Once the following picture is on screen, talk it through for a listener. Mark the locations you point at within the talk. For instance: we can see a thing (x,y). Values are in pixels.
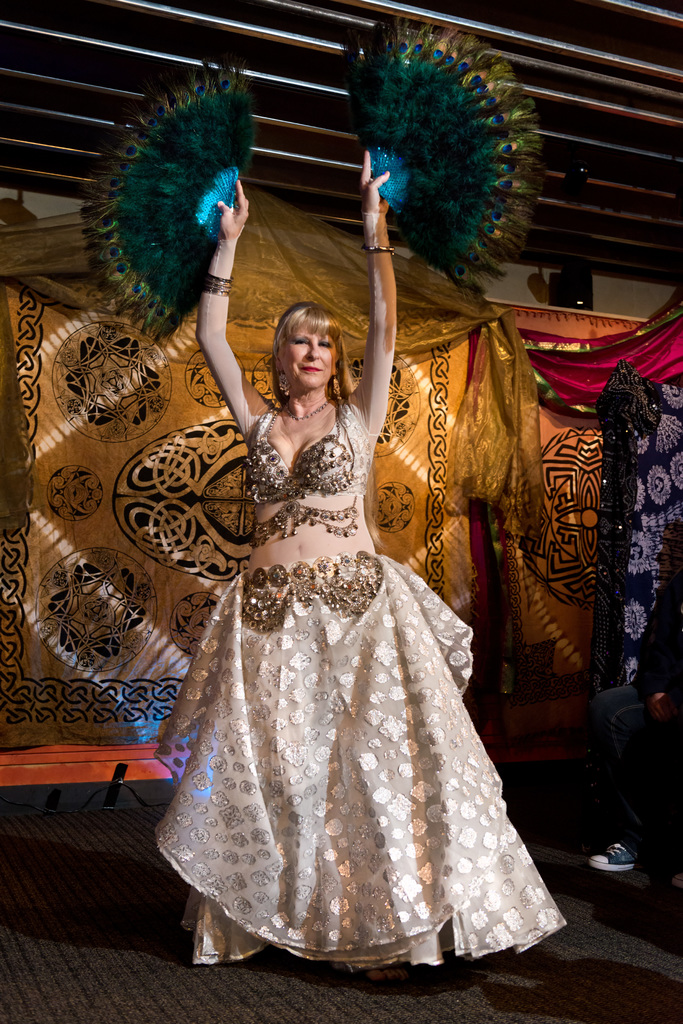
In the image there is a woman (378,612) in gown (320,579) and feather fans (207,171) in her hands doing belly dance on the floor (652,1014) and behind her there are curtains (441,517).
